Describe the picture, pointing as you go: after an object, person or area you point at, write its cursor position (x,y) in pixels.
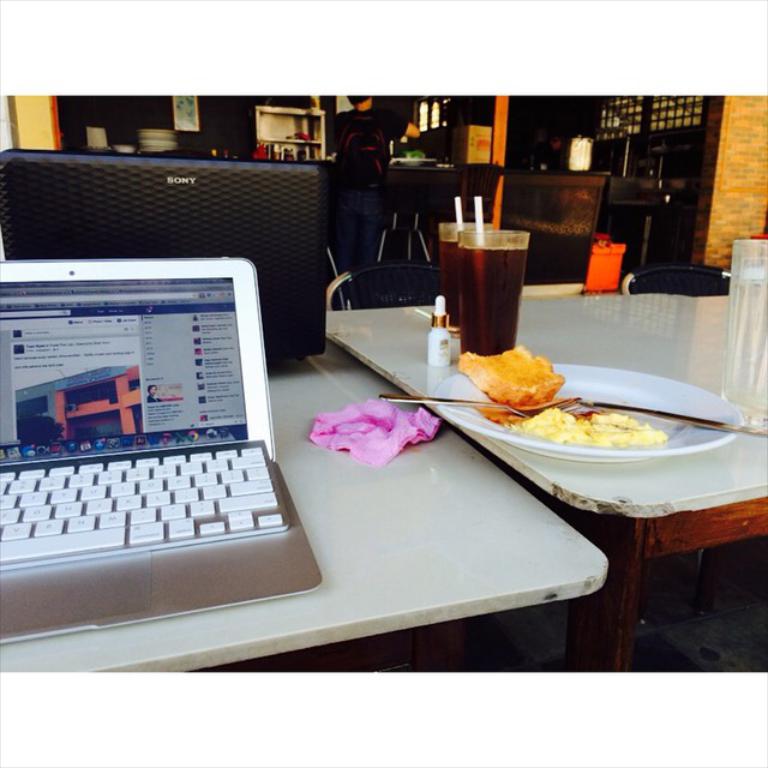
In the middle of the image (362,454) there is a table (564,358), On the table (577,352) there is a plate (564,374) and fork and knife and there are two glasses (476,280). Bottom left side of the image (137,531) there is a laptop (182,438). In the middle of the image (362,259) a man (377,205) is standing. Behind him there is a wall (758,186).
